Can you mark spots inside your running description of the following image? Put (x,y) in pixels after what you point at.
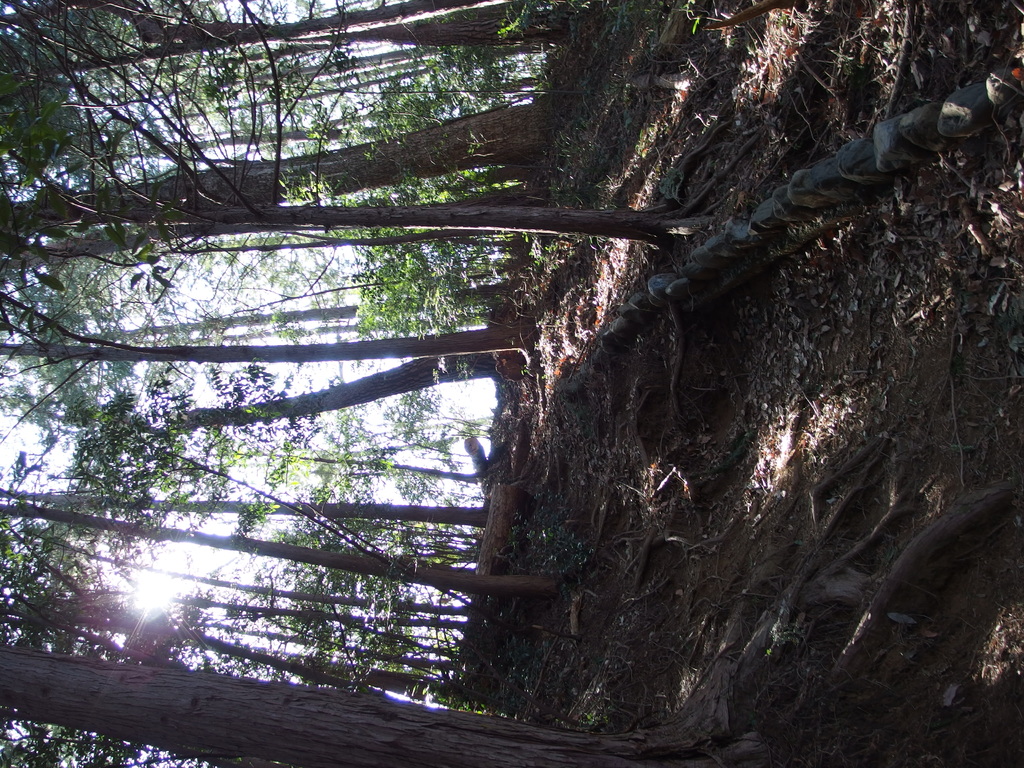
These are the trees (126,491) with branches (126,265) and leaves (131,127). These look like rocks (774,223). I can see the roots (714,179) of the trees (373,145) on the ground (676,463). This looks like a tree trunk (497,533).
